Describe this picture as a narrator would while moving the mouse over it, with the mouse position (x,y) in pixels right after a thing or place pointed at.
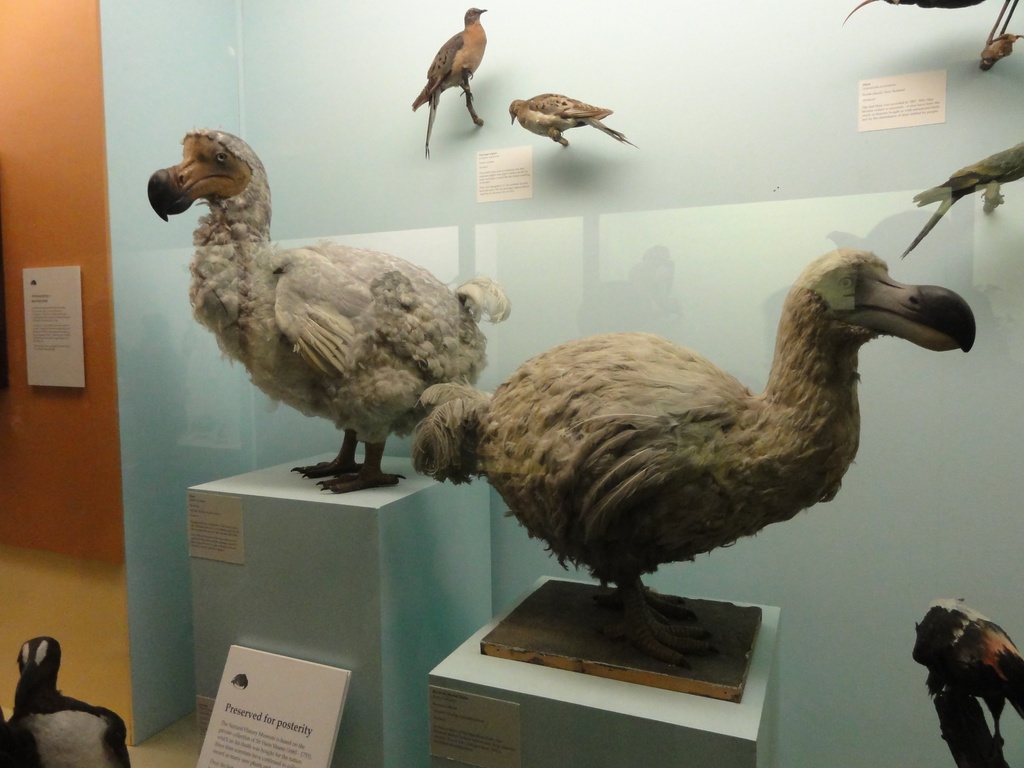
In this picture we can see birds (844,266) on wooden sticks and surfaces (615,742), boards (256,677) and in the background (109,367) we can see wall (614,14).
